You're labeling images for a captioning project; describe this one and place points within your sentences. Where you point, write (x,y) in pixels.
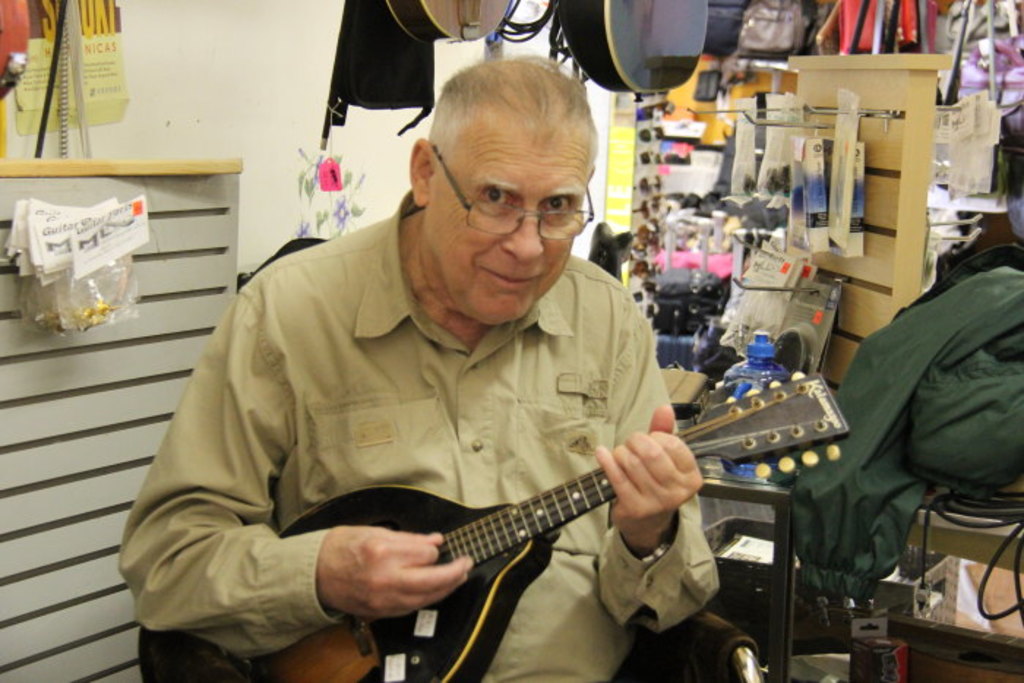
This is the picture of a man (355,475) holding a music instrument (471,592). Behind the man (463,402) there is a table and a wall (241,77).
